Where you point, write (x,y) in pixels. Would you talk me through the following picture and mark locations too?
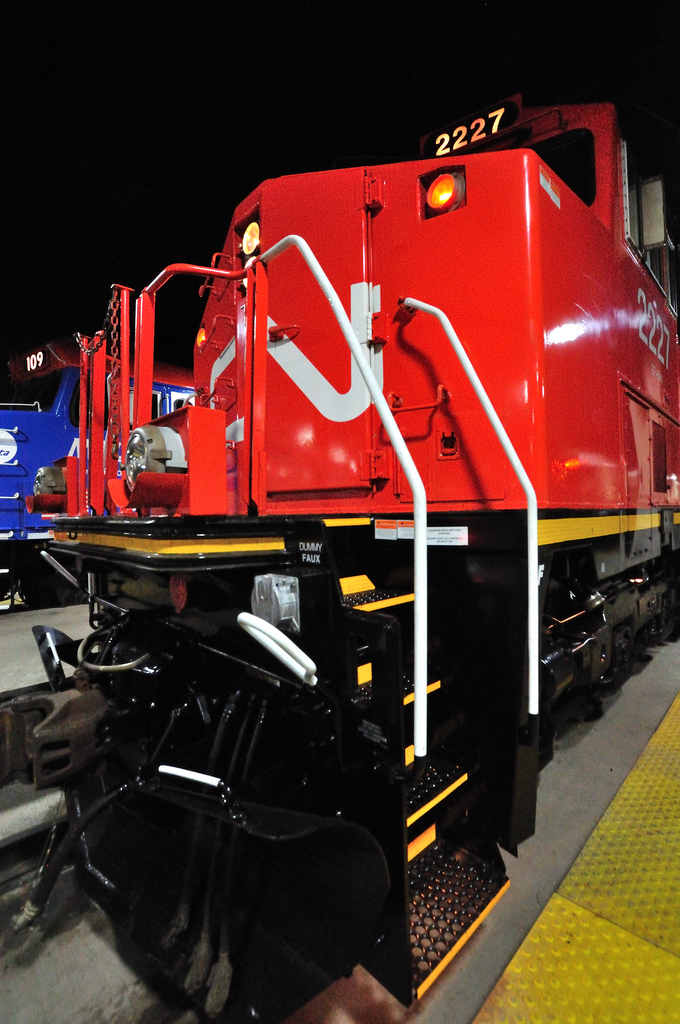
In this picture, we see a train (393,399) in red color. Beside that, we see an another train (35,438) in blue color. In the background (209,176), it is black in color.
